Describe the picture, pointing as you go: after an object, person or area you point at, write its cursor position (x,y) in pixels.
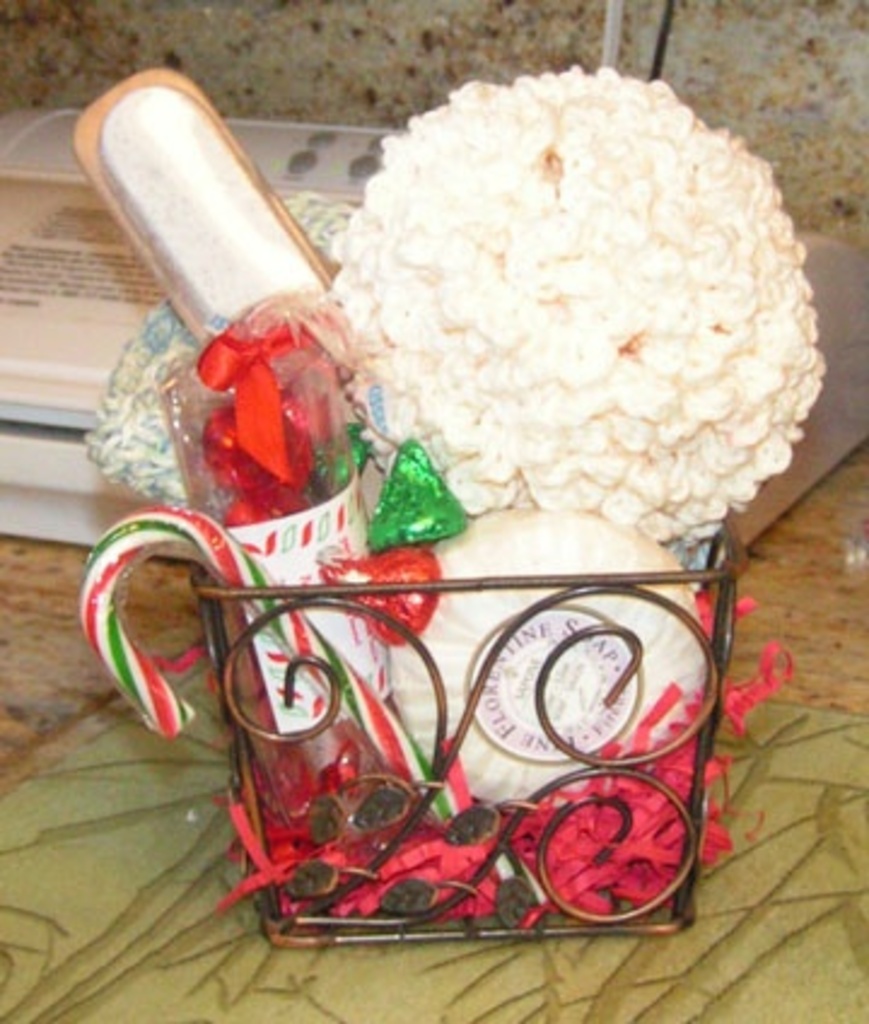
In this picture we can see a basket (369,590), on which we can see few objects (474,466) are placed, behind we can see one box (44,322).
